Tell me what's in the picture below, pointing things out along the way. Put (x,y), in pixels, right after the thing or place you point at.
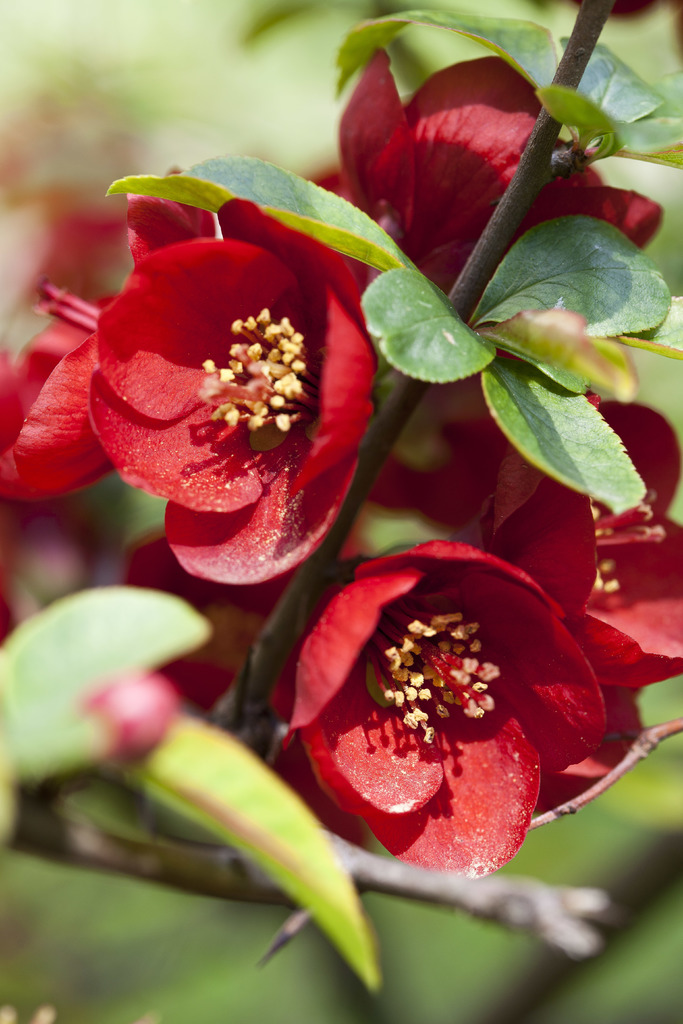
In this image in the front (378,260) there are flowers (318,423) and there are leaves (503,409) and the background (207,135) is blurry.
